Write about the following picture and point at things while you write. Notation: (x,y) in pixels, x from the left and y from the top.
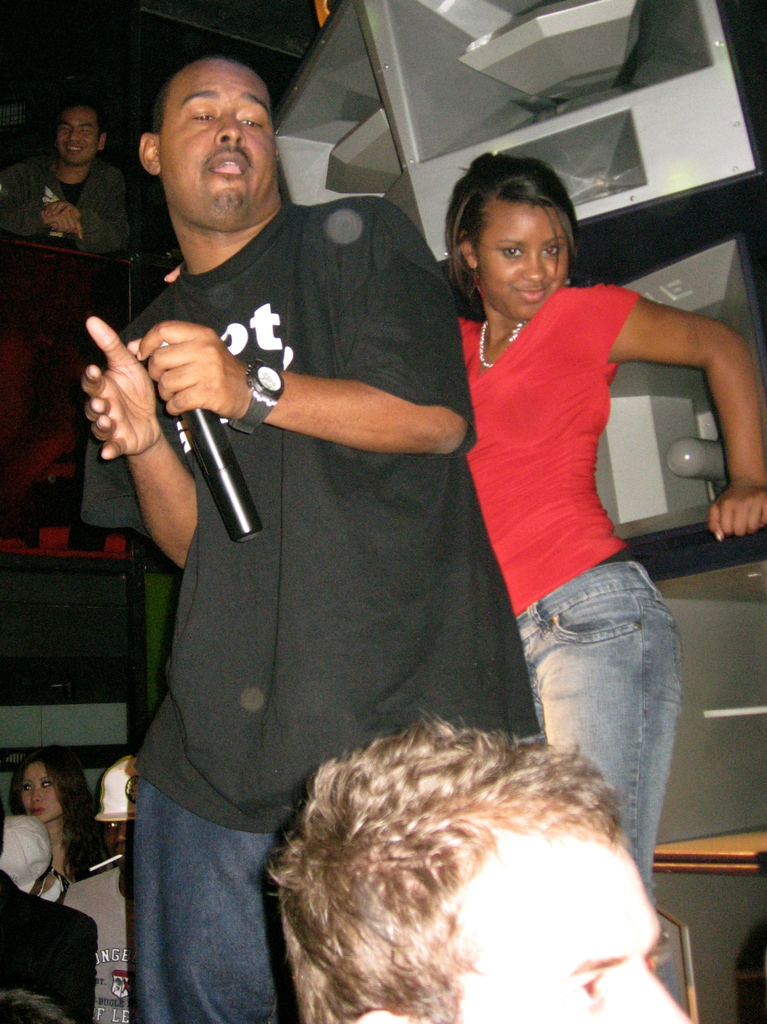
In this picture few persons (308,215) are there. These two persons (309,447) standing. This person (284,286) holding microphone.
